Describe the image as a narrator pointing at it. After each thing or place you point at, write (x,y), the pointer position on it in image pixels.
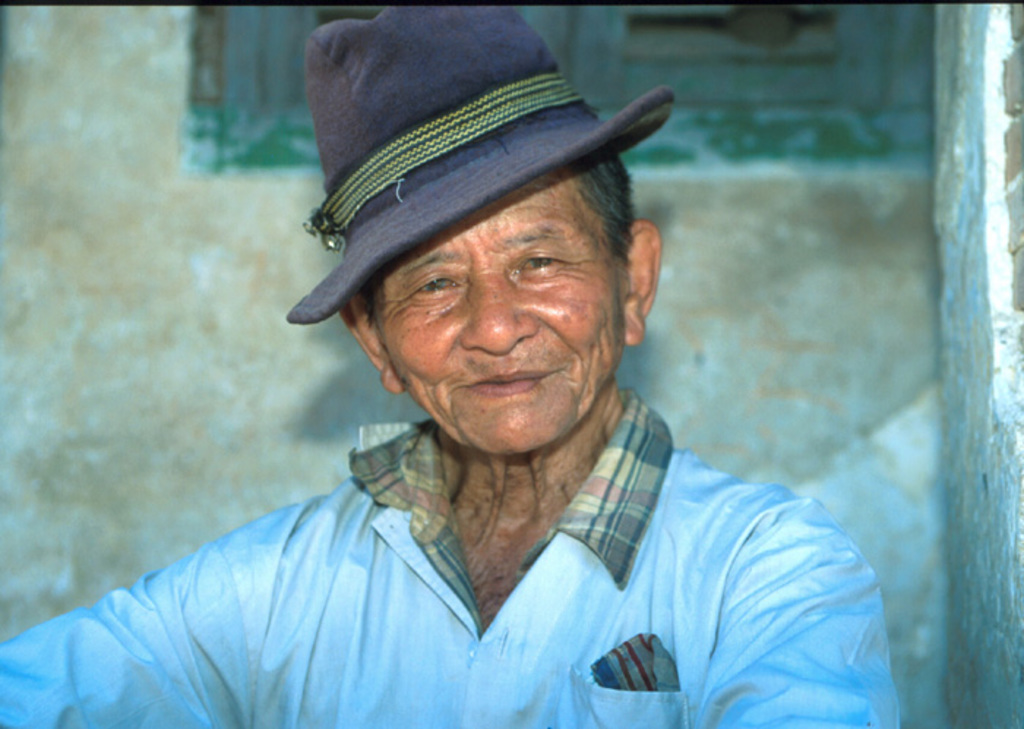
This image consists of a person (434,648) wearing a blue jacket (425,608) and a blue hat (399,174). In the background (962,193), there is a wall (41,290) along with the window (691,30).
